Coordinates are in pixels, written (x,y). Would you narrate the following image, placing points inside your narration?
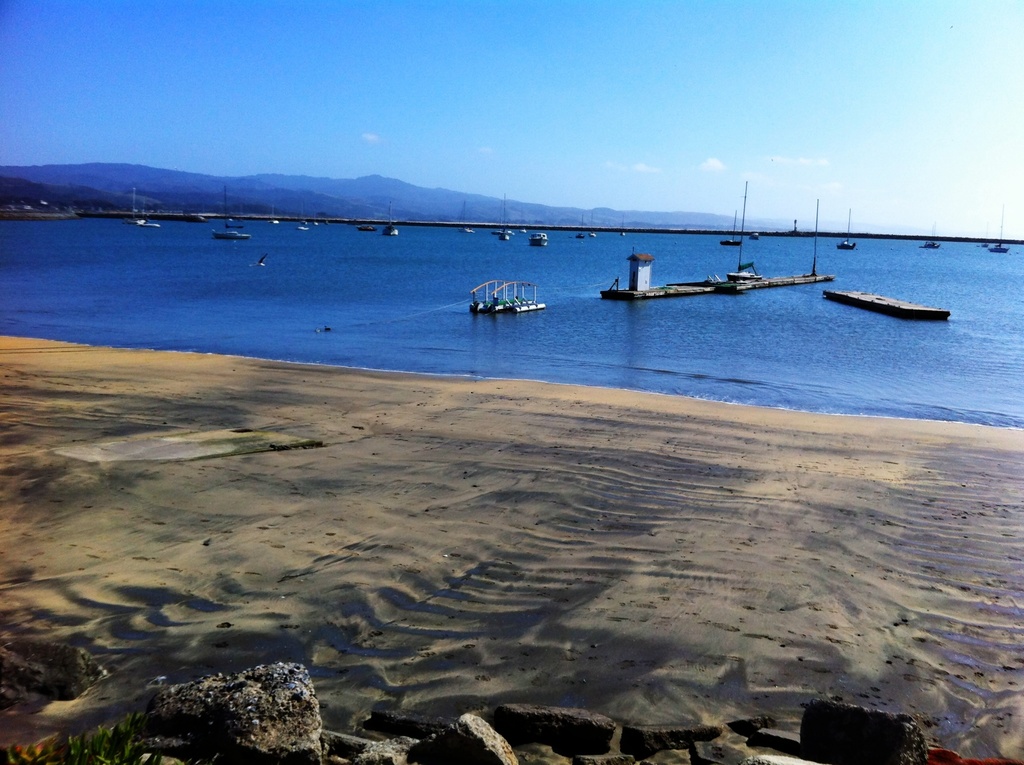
This picture is clicked outside the city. In the foreground (469,561) we can see the mud (409,620) and some rocks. In the center (643,266) we can see the boats (394,235) and many other objects (494,292) are in the water body (527,322). In the background (460,110) we can see the sky (407,119) and the hills (130,201).
